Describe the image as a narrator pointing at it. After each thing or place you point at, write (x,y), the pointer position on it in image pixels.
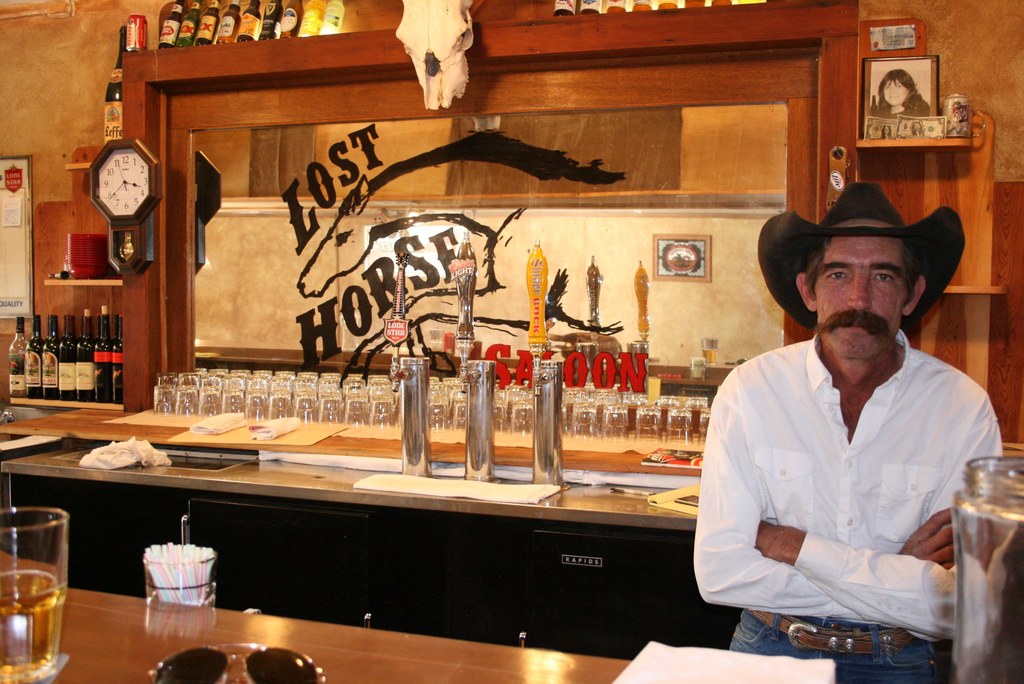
In this picture we can observe a man (820,478) wearing a white color shirt (827,478) and a black color hat (773,292) on his head (891,265), on the right side (834,220). In front of him there is a table (160,644) on which we can observe a glass (26,596) with some drink (38,648), spectacles (285,672) and papers (719,662) here, which were in white color. In the background (615,512) there is desk (126,416) on which glasses (221,392) were placed. On the left side (126,212) there is a clock (136,225) fixed to the wall (64,135) here. We can observe bottles (31,364). The wall (36,80) is in brown color.
